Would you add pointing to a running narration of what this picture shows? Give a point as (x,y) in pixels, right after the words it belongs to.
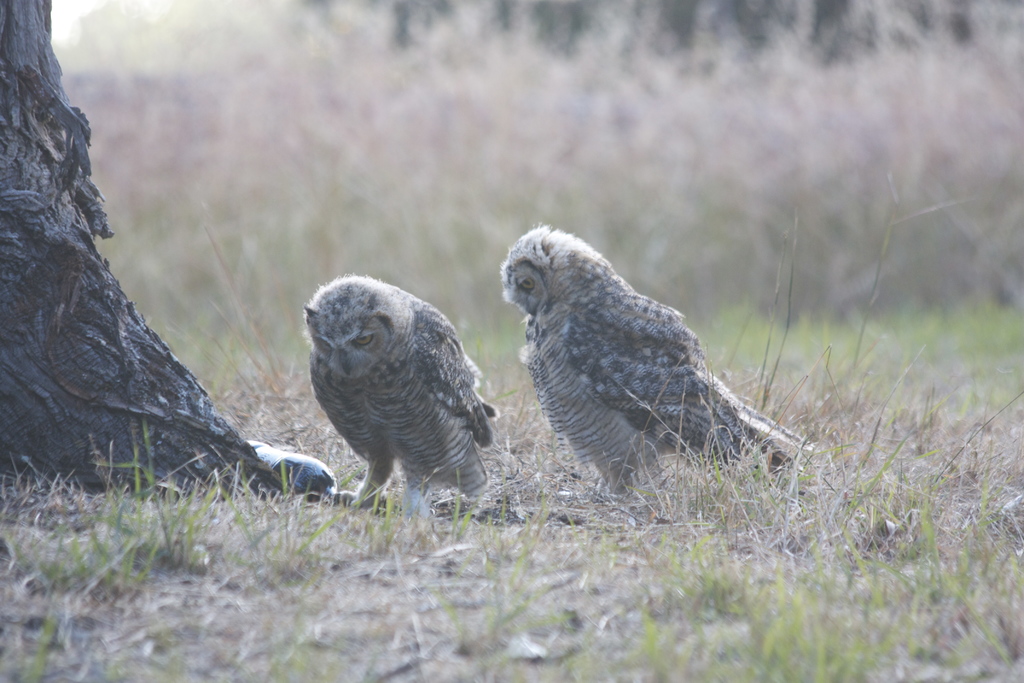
In this picture I can see there are two owls (346,322) here and there is a bottle (256,451) here and there is a tree (69,237) here on the left (60,138) and there are some plants (93,101) in the backdrop (485,173).
